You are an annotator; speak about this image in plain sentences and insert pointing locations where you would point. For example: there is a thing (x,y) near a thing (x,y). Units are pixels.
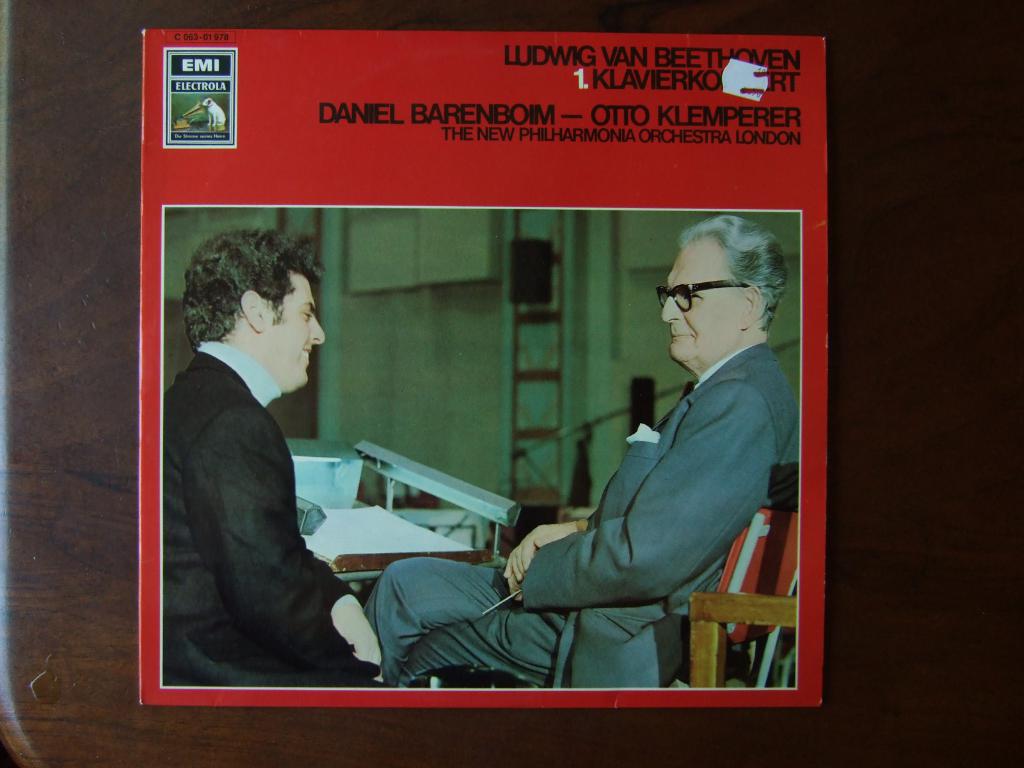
in this image we can able to see a cover photo (440,378) placed on a table (894,170), there are two persons (656,522) sitting on a chair (773,555) and there is a table (439,482) in the photo (442,456).
